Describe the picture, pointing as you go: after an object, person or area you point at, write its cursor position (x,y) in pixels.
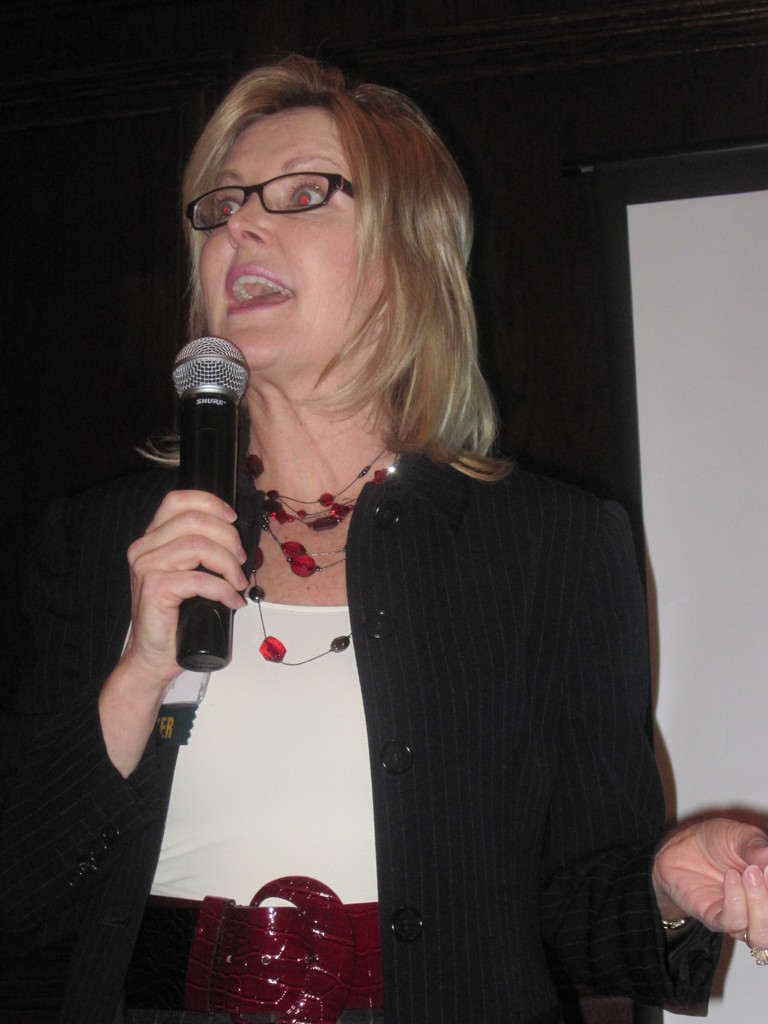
In this image I can see a woman (394,296) holding a mic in her hand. She is wearing spectacles (206,193). She is wearing a black color coat (380,585). On the right side (723,249) it is looking like a projector screen (645,513).
